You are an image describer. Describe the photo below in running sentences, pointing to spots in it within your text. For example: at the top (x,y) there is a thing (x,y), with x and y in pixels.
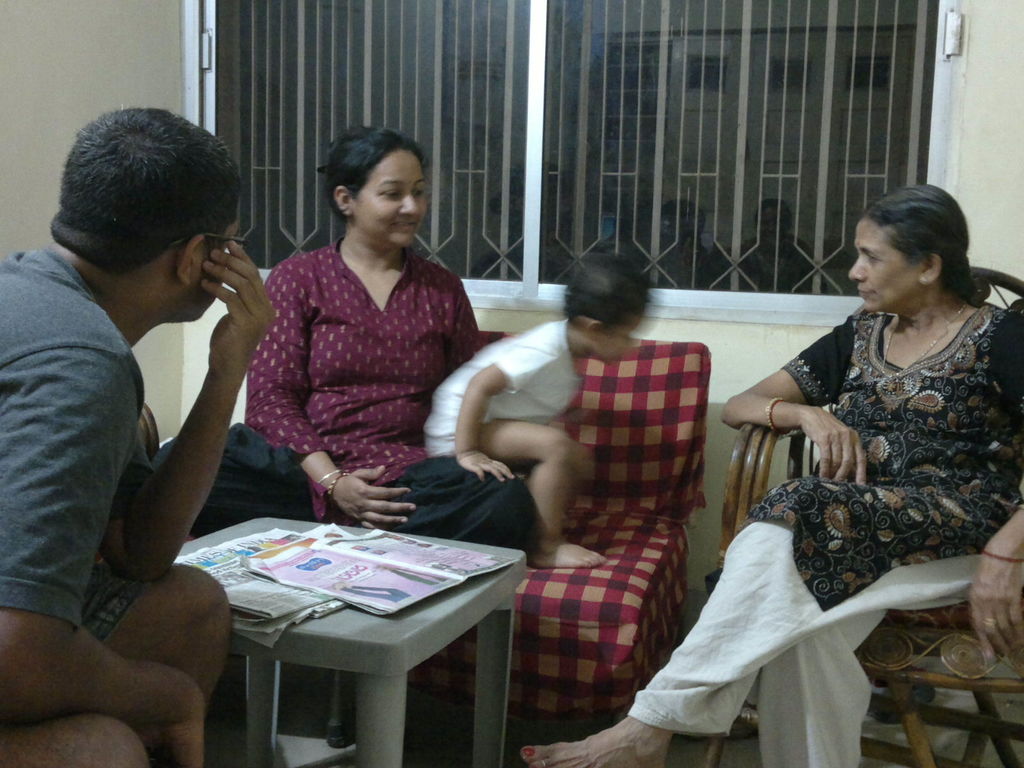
In this image there are four persons (398,474) and in the middle of the image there is a table (347,610), there are news papers (318,578) on the table (397,630). At the back (431,193) there is a window (515,107).
